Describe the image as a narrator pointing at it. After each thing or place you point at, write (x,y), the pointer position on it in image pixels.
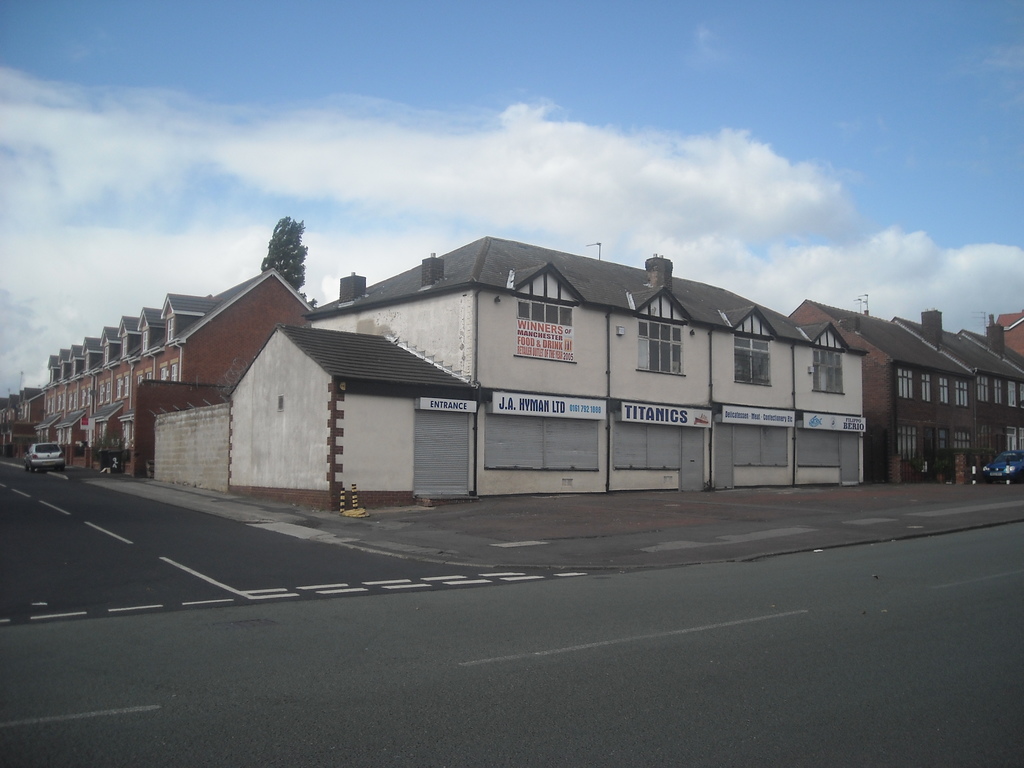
This image is taken outdoors. At the top of the image (83,246) there is the sky (56,186) with clouds (466,180). At the bottom of the image (497,695) there is a road (279,578). In the middle of the image (487,364) there are many buildings (468,417) with walls (797,393), windows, doors (845,441) and roofs (105,346). There are a few boards (521,347) with text (748,415) on them. There is a tree (291,279). There are a few poles (861,305). On the left side of the image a car (65,458) is parked on the road (68,495). On the right side of the image (984,474) a car (1003,456) is parked on the road (952,549).
